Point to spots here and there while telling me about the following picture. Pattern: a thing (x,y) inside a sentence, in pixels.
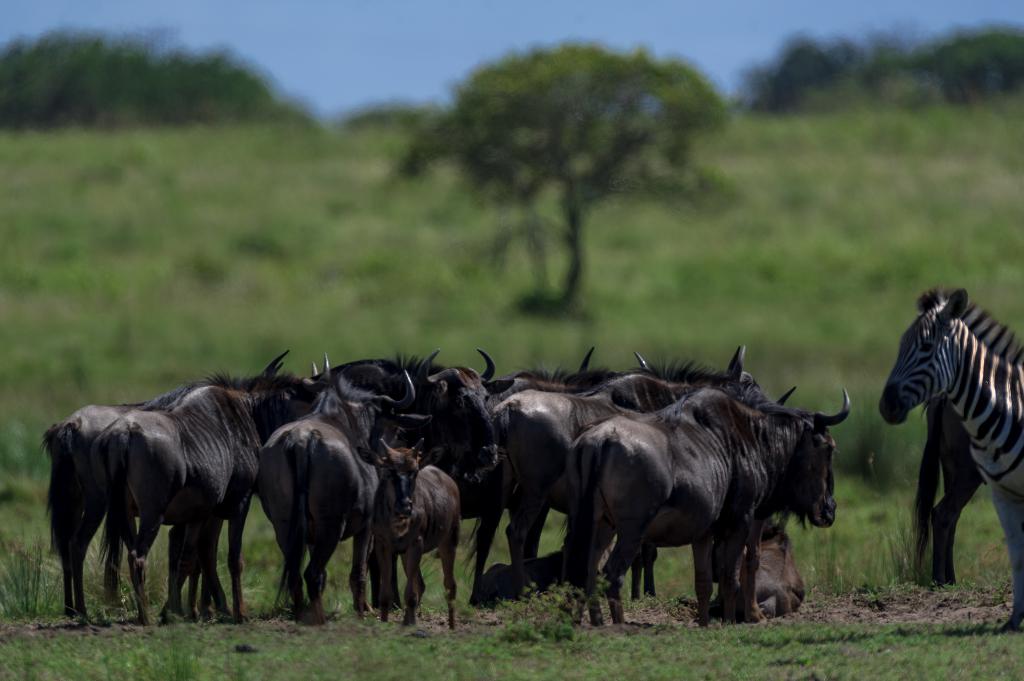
In this picture we can see a herd of animals (409,487) and a zebra (982,370) on the grass (437,584). Behind the animals (484,415) there are trees (546,133) and the sky (709,59).
